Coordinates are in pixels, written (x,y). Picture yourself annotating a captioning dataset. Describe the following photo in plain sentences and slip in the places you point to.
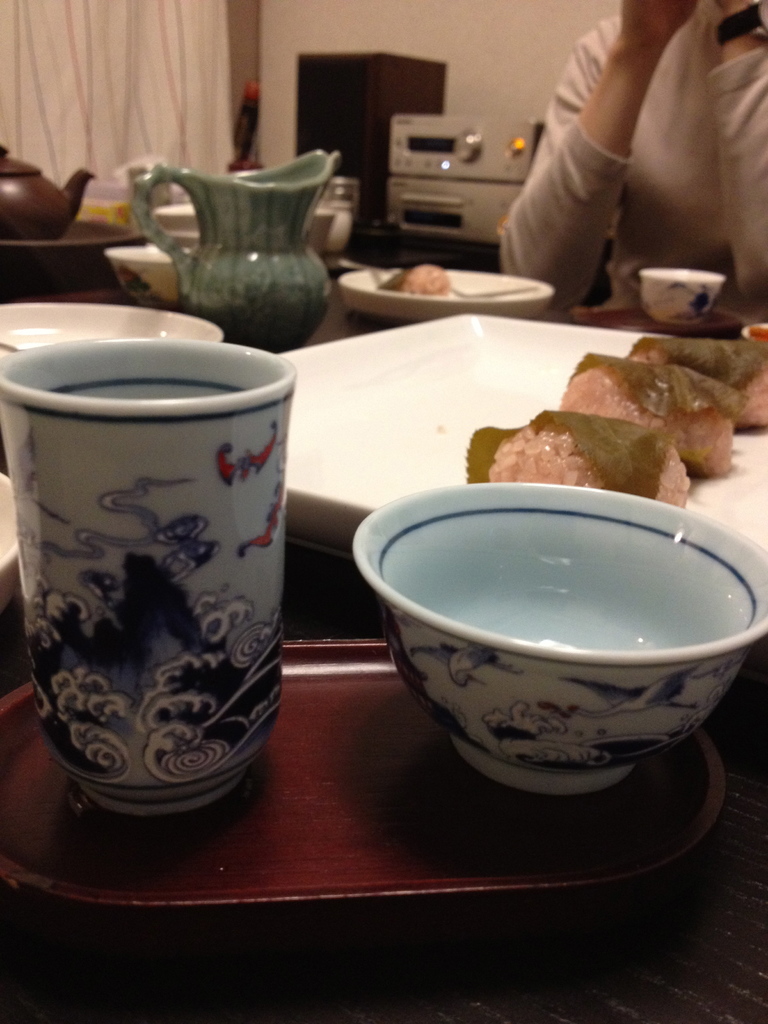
There is one person (612,223) at the top right corner of this image (623,163). There is some food (515,445) kept in a white color plate (467,430) and there are some glasses (175,378) and a bowl (429,656) and some other objects (228,278) are kept on a wooden table (349,597) as we can see at the bottom of this image (381,767). There is a wall (430,44) in the background (350,41). There is a white color curtain (137,59) at the top left corner of this image (102,86).
